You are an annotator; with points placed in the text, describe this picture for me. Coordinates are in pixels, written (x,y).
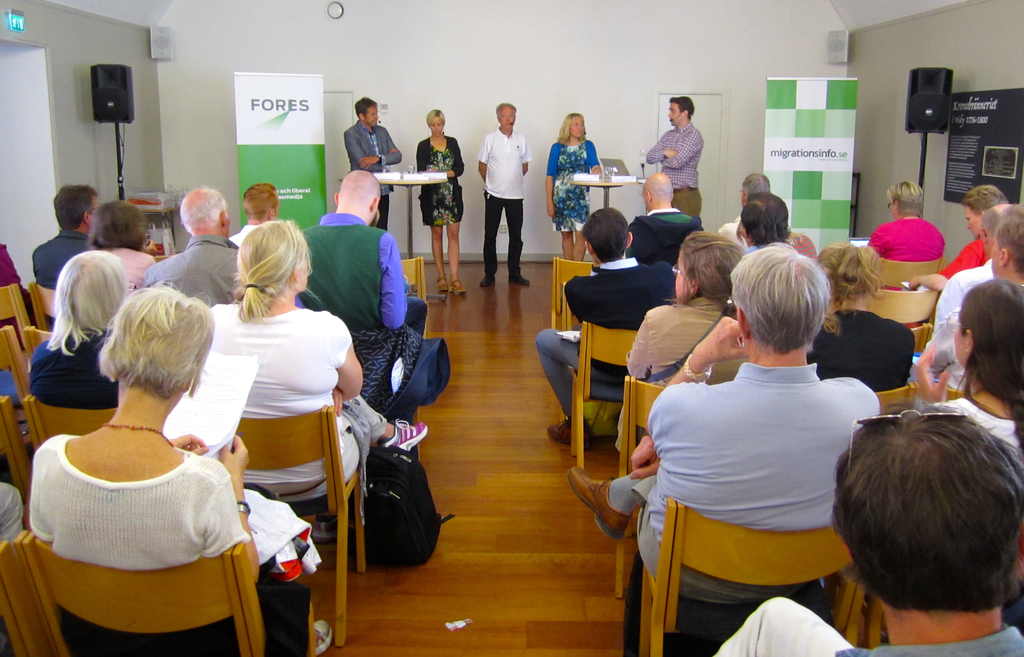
In this picture we can see a group of people (715,422) sitting on chairs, there are five people (440,213) standing in front of them, on the right side (948,97) and on the left side (105,109) we can see two speakers (121,89), in the Background (460,73) there is a wall (472,52), in front of these five people (436,169) there are two tables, on the right side wall (980,140) we can see a board (1000,140) here and also we can see two hoardings (299,140) on the right side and also on the left side (282,145).
